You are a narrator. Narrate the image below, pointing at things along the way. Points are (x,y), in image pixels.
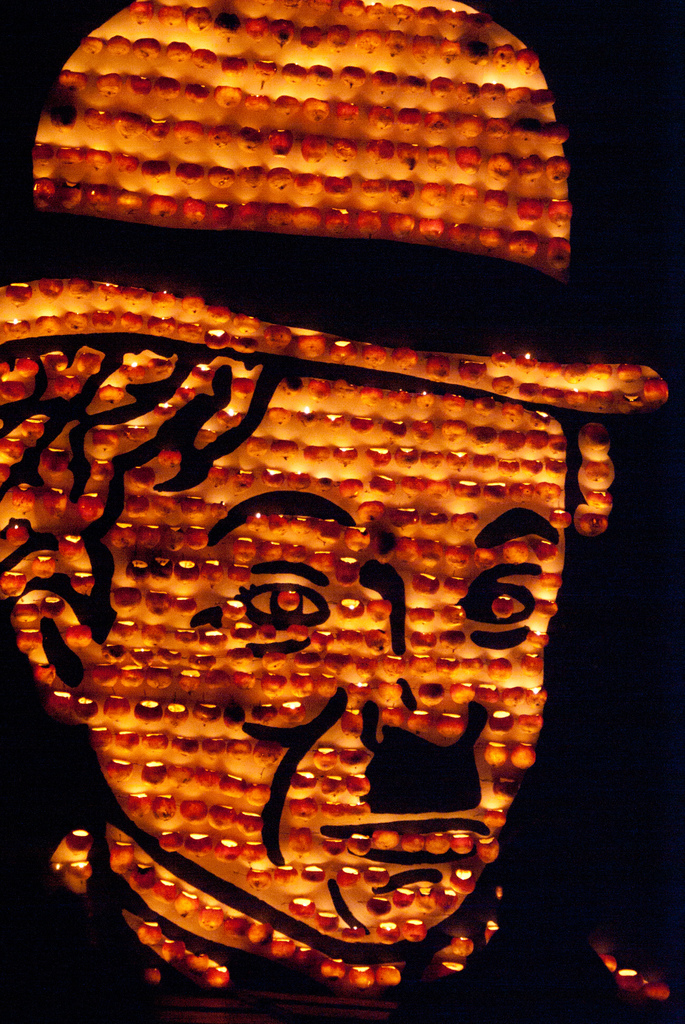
In this image we can see an art (336,521). There is a drawing (250,569) of a person (232,260) and we can see lights (347,754).
